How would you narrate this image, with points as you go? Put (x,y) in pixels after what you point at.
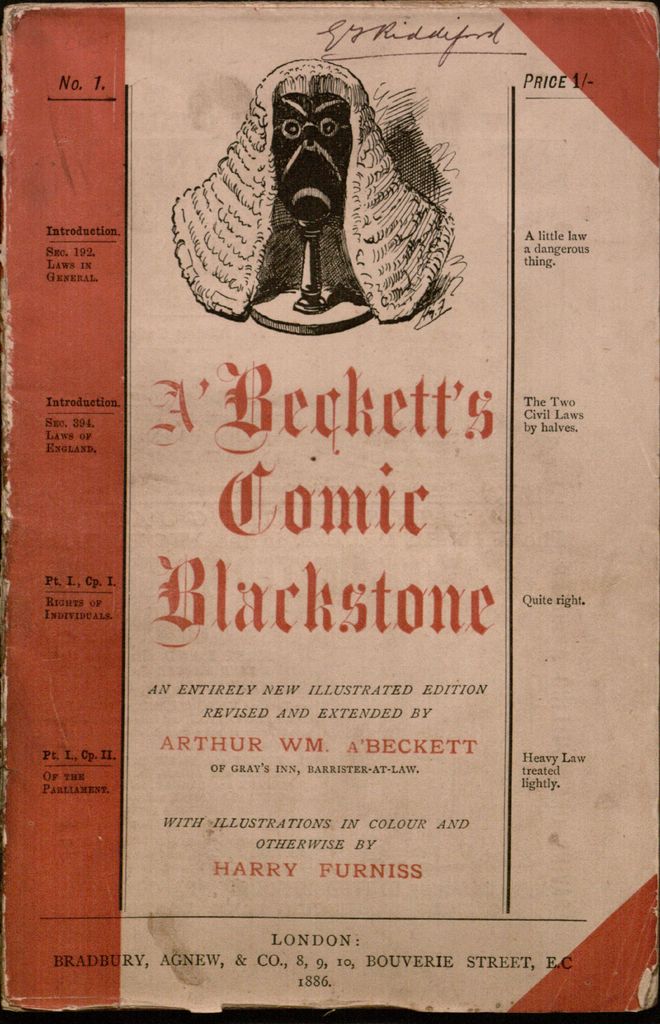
In this image there is a cover page (313,814) of a book (276,195) with some text (579,416) and image (317,296) on it.
